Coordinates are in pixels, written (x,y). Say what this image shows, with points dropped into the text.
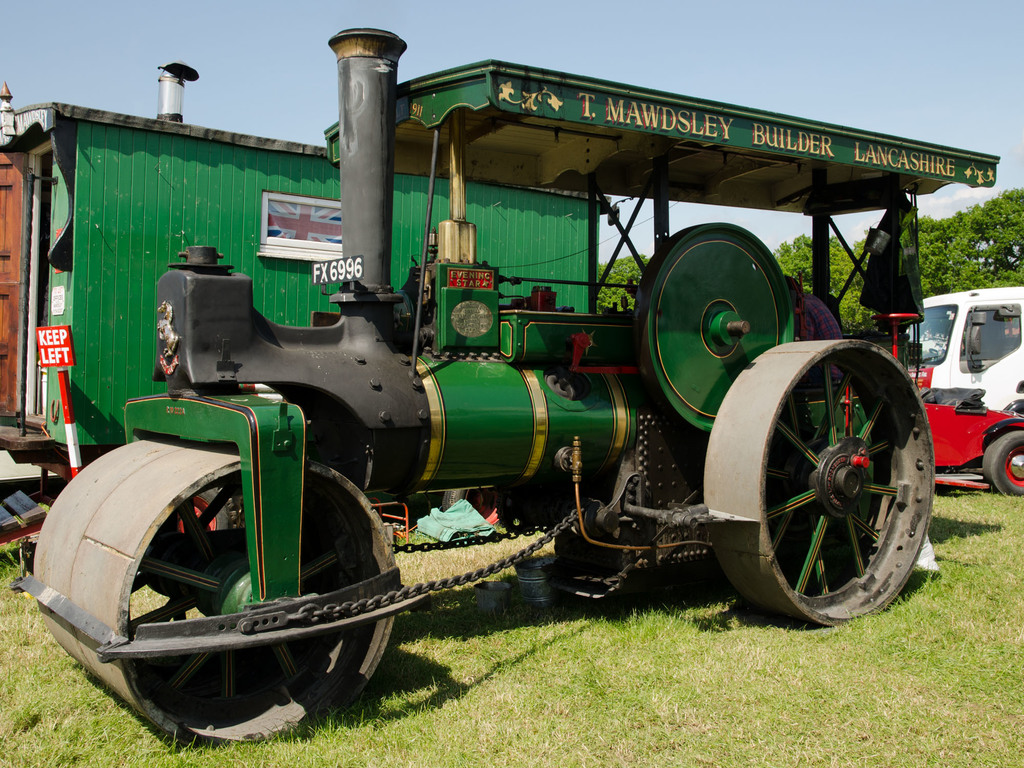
This is the picture of a place where we have several vehicles (545,407) on the grass floor (46,669) and around there are some trees (1011,251).
